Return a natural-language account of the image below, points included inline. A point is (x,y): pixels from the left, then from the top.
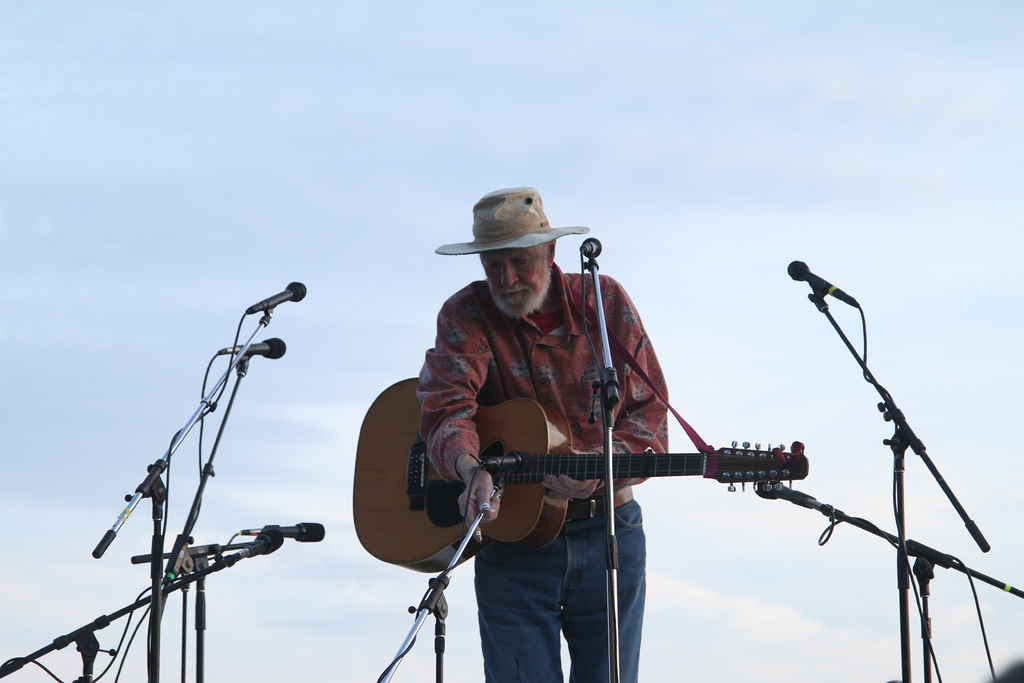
In this image I can see a person (649,393) is standing and holding a guitar (366,477). I can also see he is wearing a hat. I can see number of mics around him.
